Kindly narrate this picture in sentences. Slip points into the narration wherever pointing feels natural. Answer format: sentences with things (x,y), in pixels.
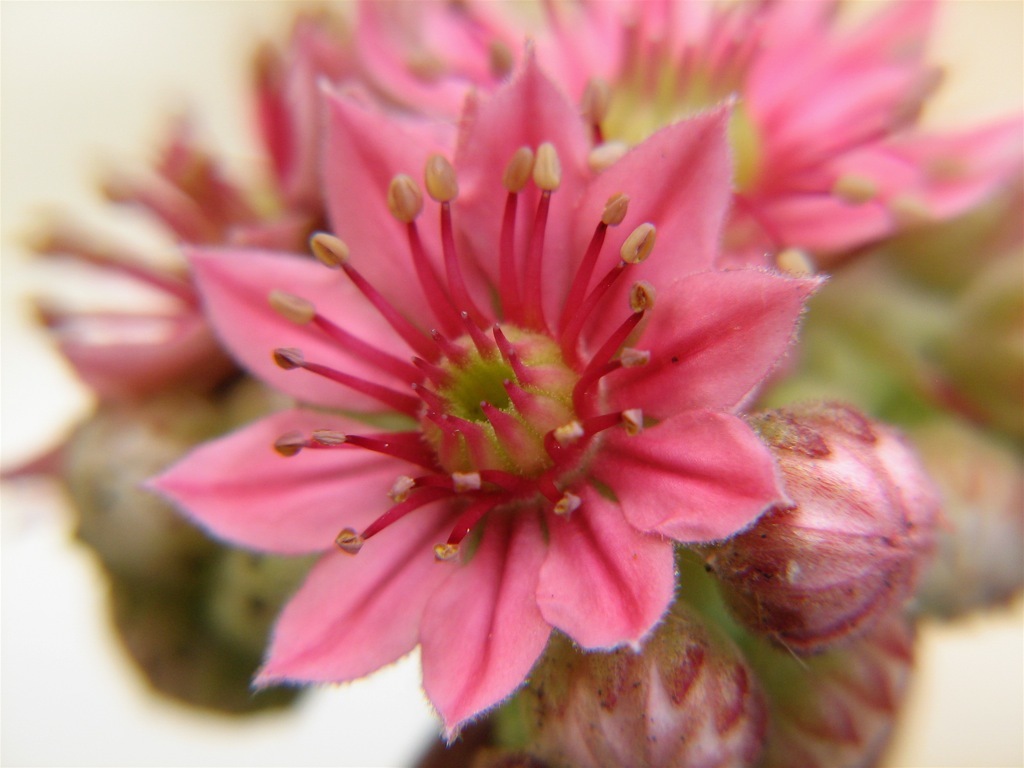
In this image we can see the flowers (402,164) and also the buds (774,534).
